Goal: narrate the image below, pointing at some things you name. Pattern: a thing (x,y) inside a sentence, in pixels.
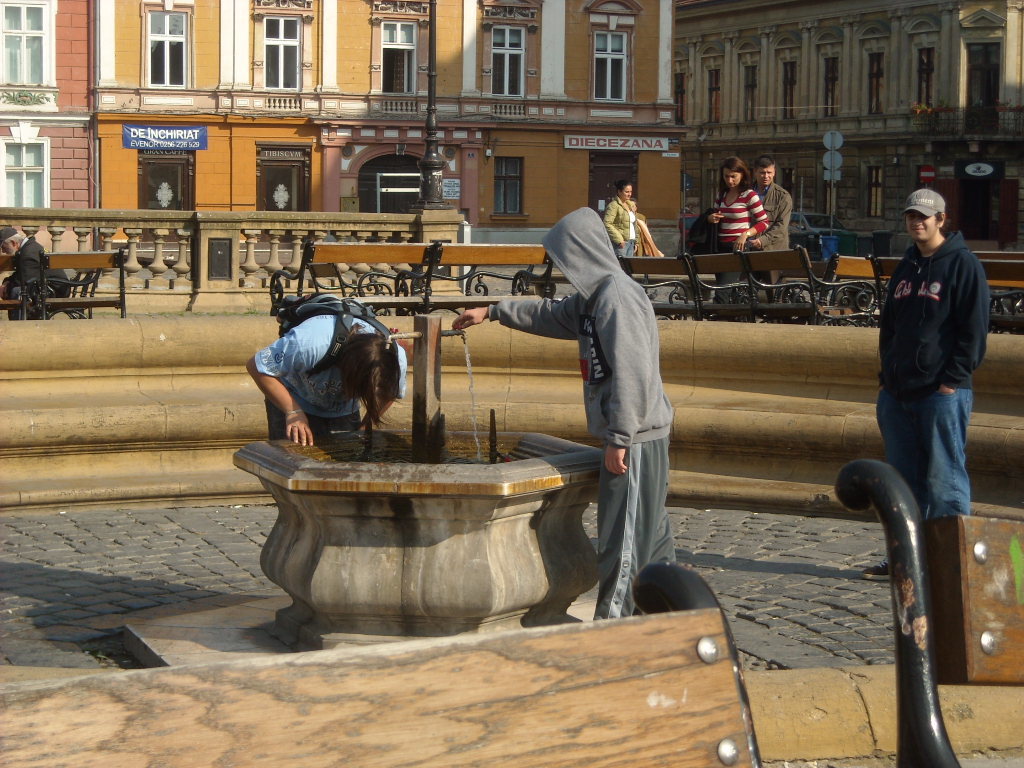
In the center of the image (347,451) there is a fountain (444,535). Beside the fountain (435,426) there are people (663,394). Behind the fountain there are benches (433,261). Beside the benches (725,262) there are three people (779,189). In the background of the image (668,174) there are buildings (654,177).
